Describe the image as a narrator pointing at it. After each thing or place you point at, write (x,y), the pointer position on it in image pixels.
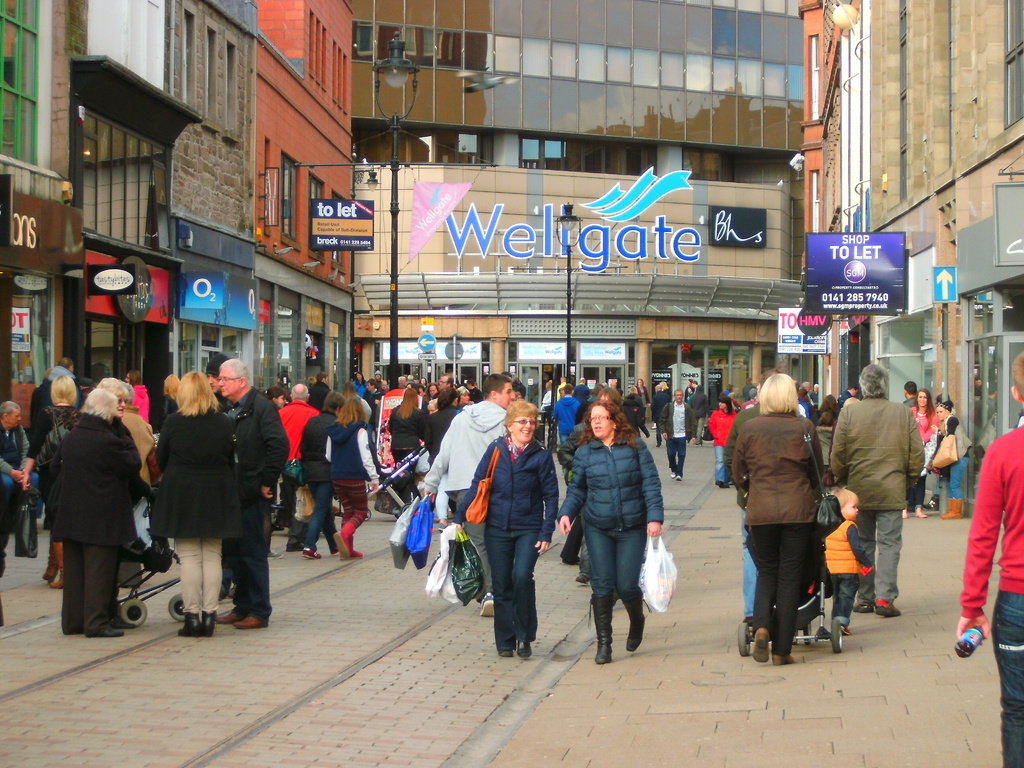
There are few people (549,452) standing and there are stores (272,248) on either sides of them and there is a building (594,288) in the background (607,304).
